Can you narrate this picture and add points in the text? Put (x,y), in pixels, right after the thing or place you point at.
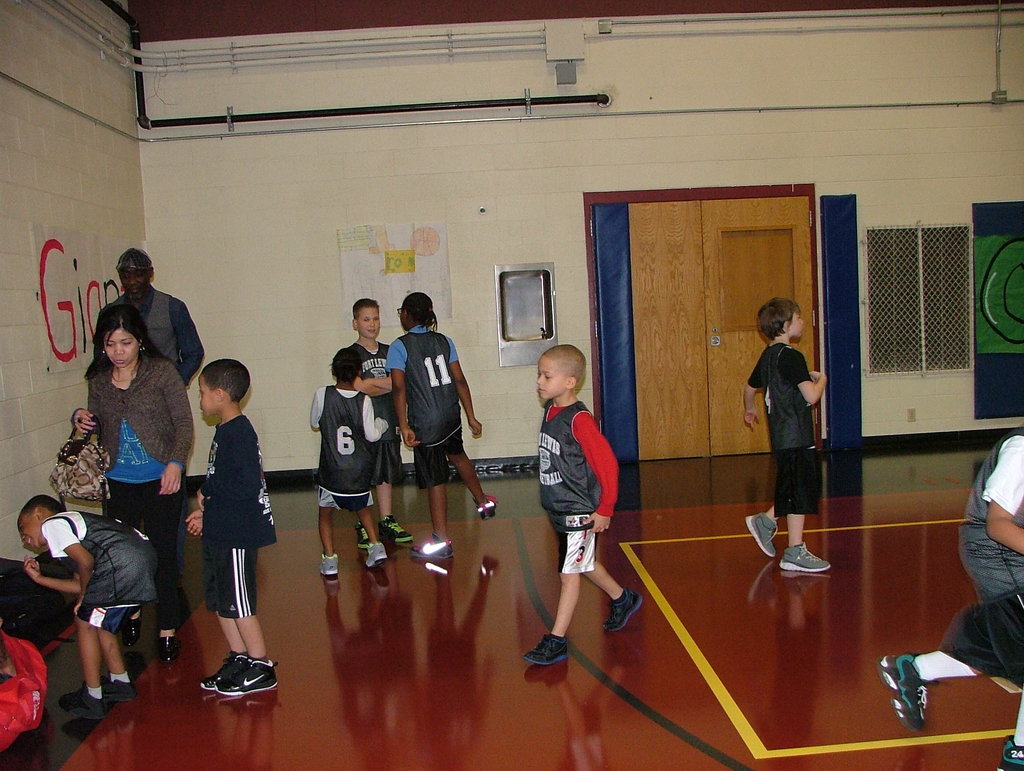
In this picture there are few persons (598,488) standing and there is something written on the wall (6,367) in the left corner (61,304) and there are few pipes (238,55) above them which are attached to the wall (244,28) and there is a door (720,279) and a window (878,290) in the background (709,306).
